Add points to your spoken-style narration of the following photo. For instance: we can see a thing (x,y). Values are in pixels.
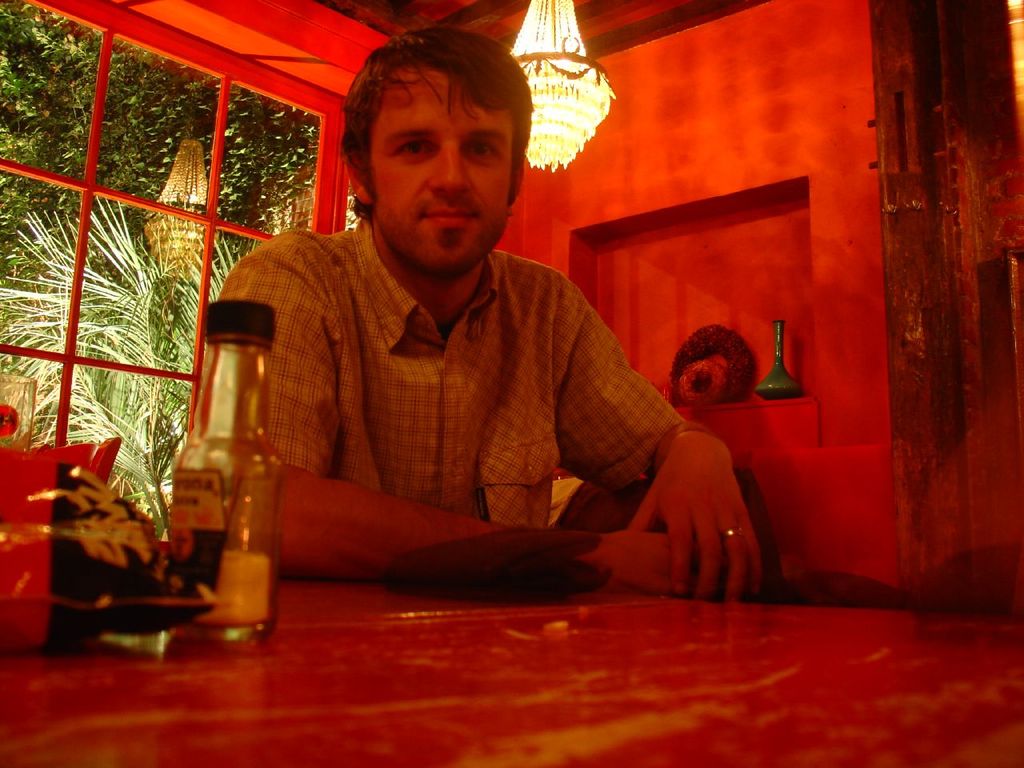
In this picture is a person (432,60) sitting with a table (15,744) in front of him with packet (141,572) and bottle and in the background (736,220) there is a wall (713,117), lights (583,137) and window (135,252).
